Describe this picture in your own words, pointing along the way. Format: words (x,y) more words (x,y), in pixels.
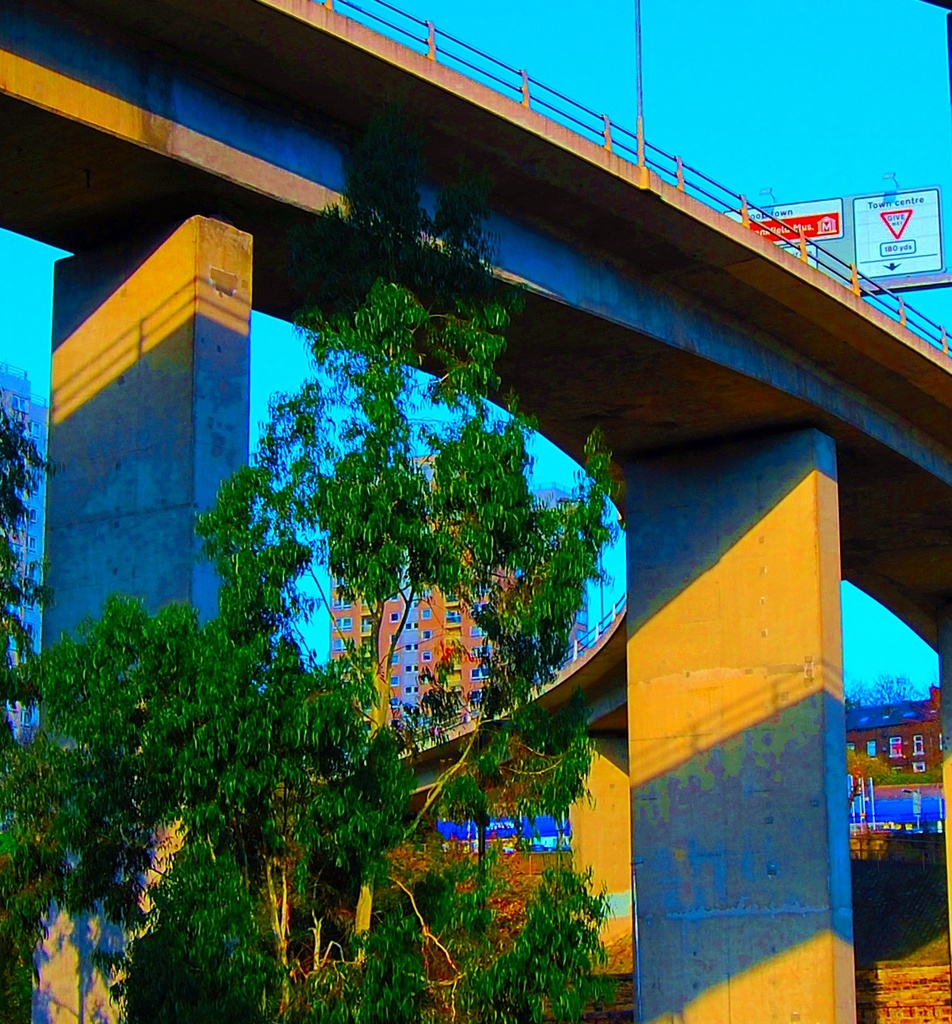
In this image in the front (351,683) there is a tree (298,790) and there is a bridge (174,330). In the background (877,751) there are buildings (892,744) and on the top of the bridge (197,197) there are boards (866,231) with some text (827,231) written on it.
